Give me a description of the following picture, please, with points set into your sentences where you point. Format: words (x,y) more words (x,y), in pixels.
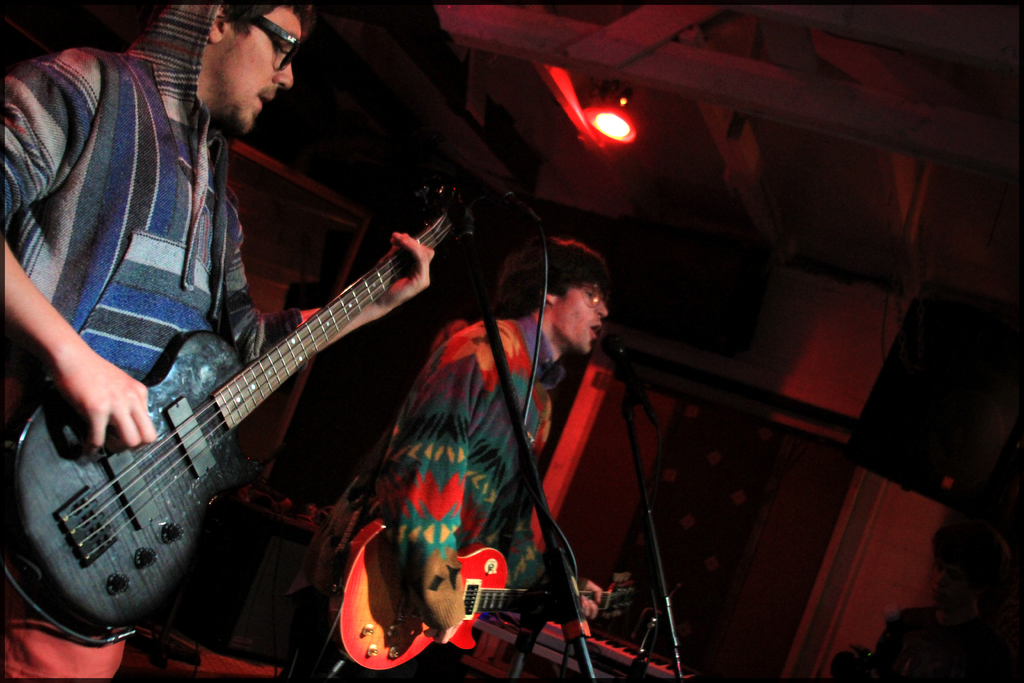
In the image we can see there are two men (502,420) who are standing and holding guitar (204,416) in their hand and in front of them there is mic (615,344) with a stand (659,580) and on the top (607,123) there is red colour light (606,133).
